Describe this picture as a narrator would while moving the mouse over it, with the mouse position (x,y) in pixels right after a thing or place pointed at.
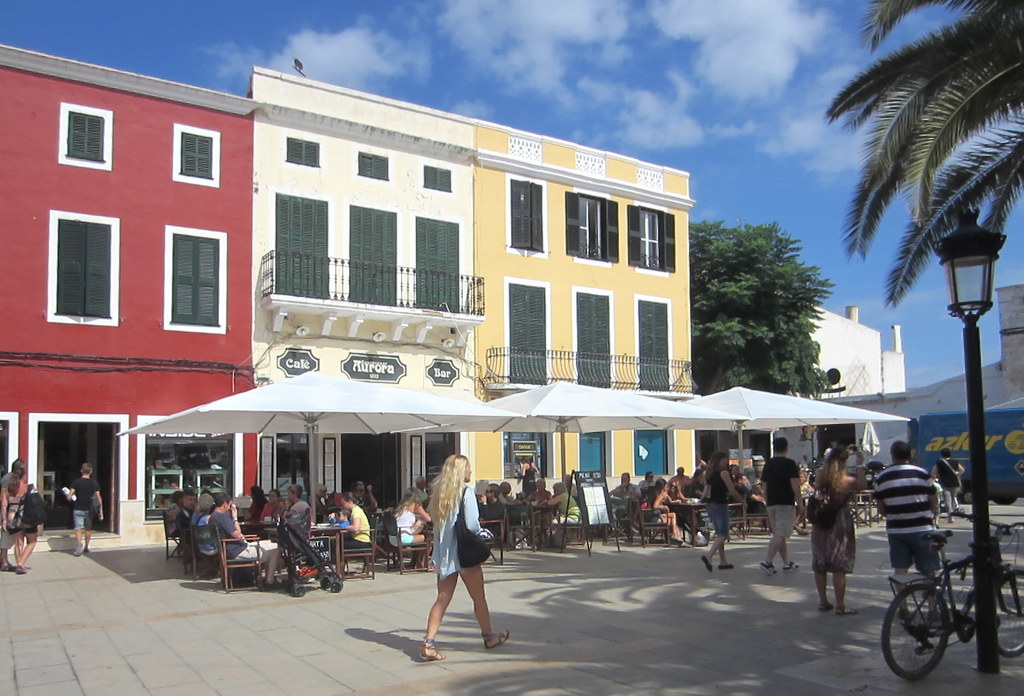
In the background of the image (319,148) there are buildings (143,356). In the center of the image (601,414) many people (421,542) sitting under umbrellas (590,404) on chairs (523,521). There are people (425,642) walking on the road (591,625). There are trees (869,217). At the top of the image (732,156) there is sky (569,85).
